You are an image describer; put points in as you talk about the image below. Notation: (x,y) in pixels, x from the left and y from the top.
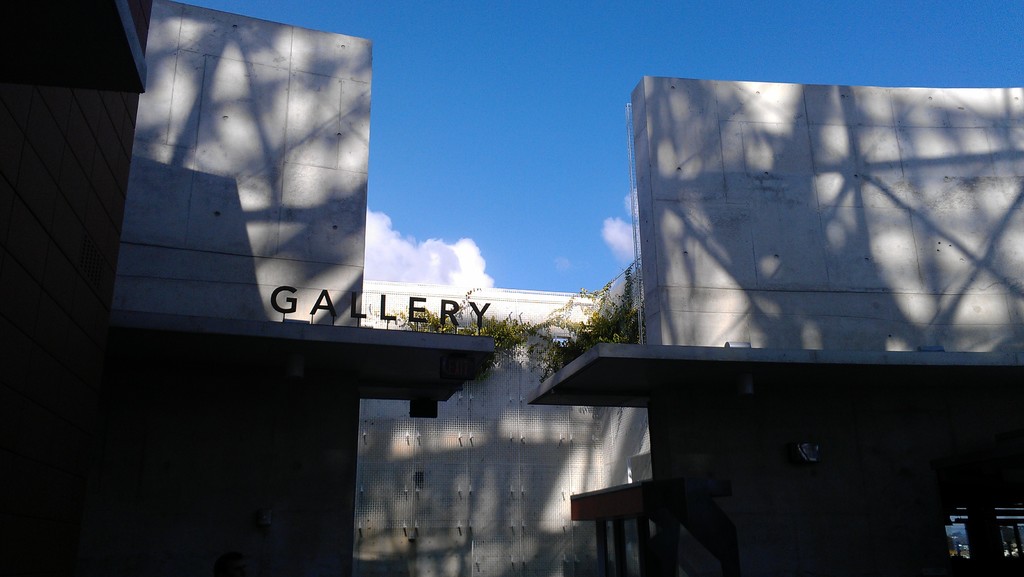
In the foreground of this image (268,435), there is a building (355,449) with some text (277,310) and greenery (594,333) on it. At the top (498,90), there is the sky (496,102).
